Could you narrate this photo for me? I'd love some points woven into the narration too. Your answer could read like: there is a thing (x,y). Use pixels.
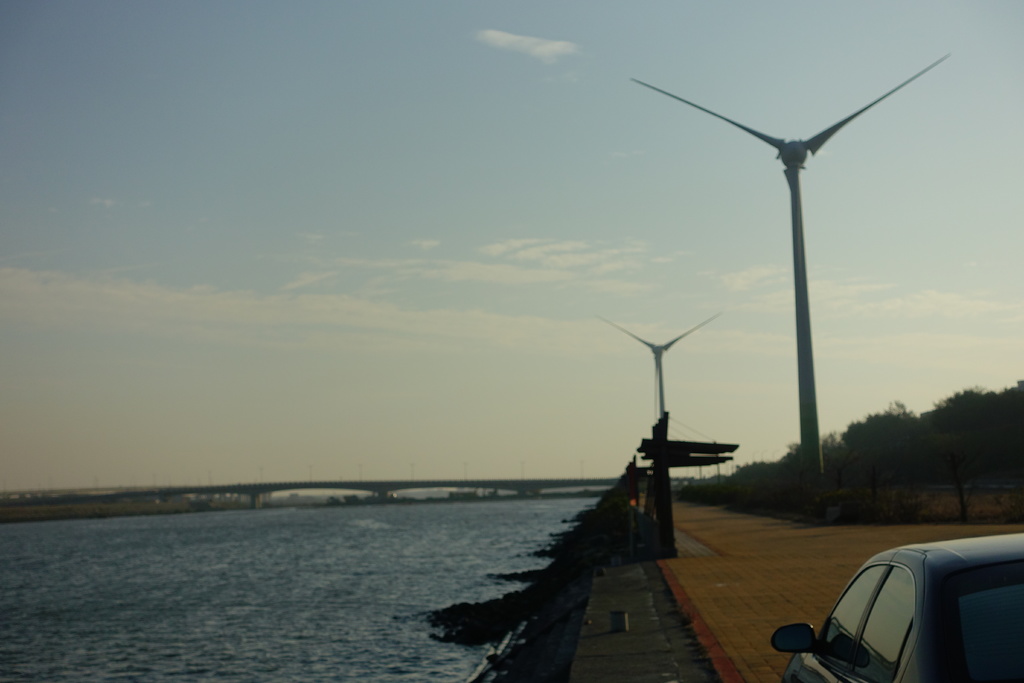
In this picture we can see water (303,605) at the bottom (290,605), in the background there is a bridge (221,490), we can see some trees (938,444) and two windmills (802,387) on the right side (980,424), there is a car (971,637) at the right bottom (948,666), we can see the sky (350,153) at the top of the picture (347,111).
